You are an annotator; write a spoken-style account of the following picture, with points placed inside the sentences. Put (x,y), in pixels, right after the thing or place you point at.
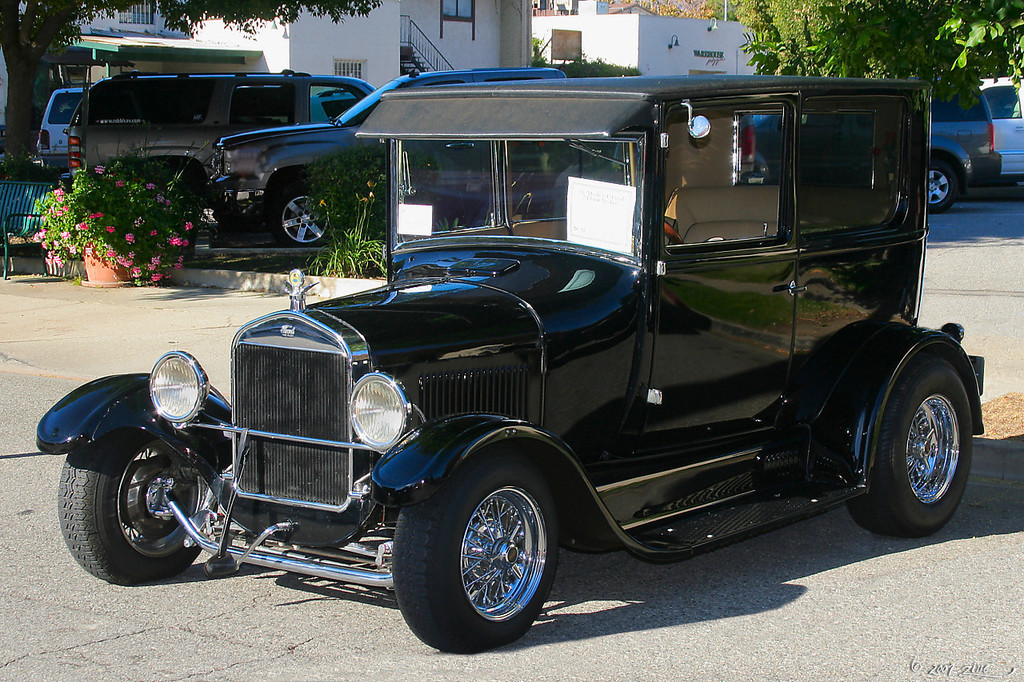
In this image there is an antique car (444,321) on the road surface (35,592), behind the antique car (393,221) there are buildings (524,58) and trees (768,39), in front of the buildings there are few other cars (213,155) parked.
